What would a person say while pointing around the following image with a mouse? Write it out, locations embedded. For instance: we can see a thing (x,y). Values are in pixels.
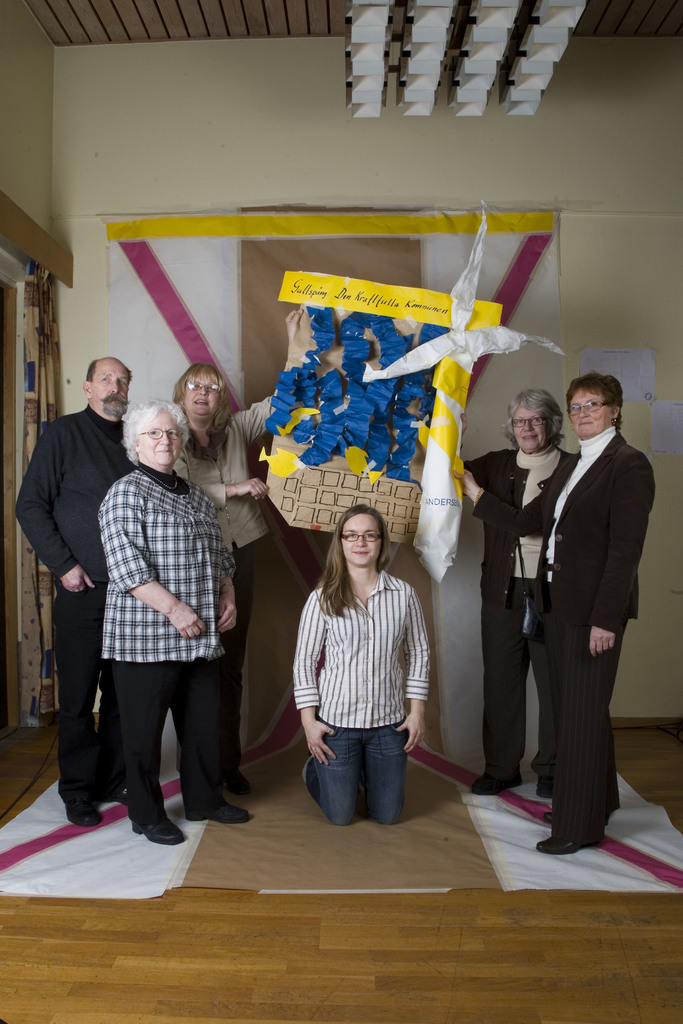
This picture is taken inside the room (565,305). In this image, in the middle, we can see a woman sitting on the mat (460,810). On the right side (521,621) and left side (129,631), we can see a group of people (222,473) holding a board (395,337). On the left side (32,288), we can see a curtain (41,305). In the background (403,216), we can see a cloth (474,603). At the top (367,91), we can see a roof (282,35) with few lights (502,22). At the bottom (496,841), we can see a mat (443,834) and a floor (218,928).
